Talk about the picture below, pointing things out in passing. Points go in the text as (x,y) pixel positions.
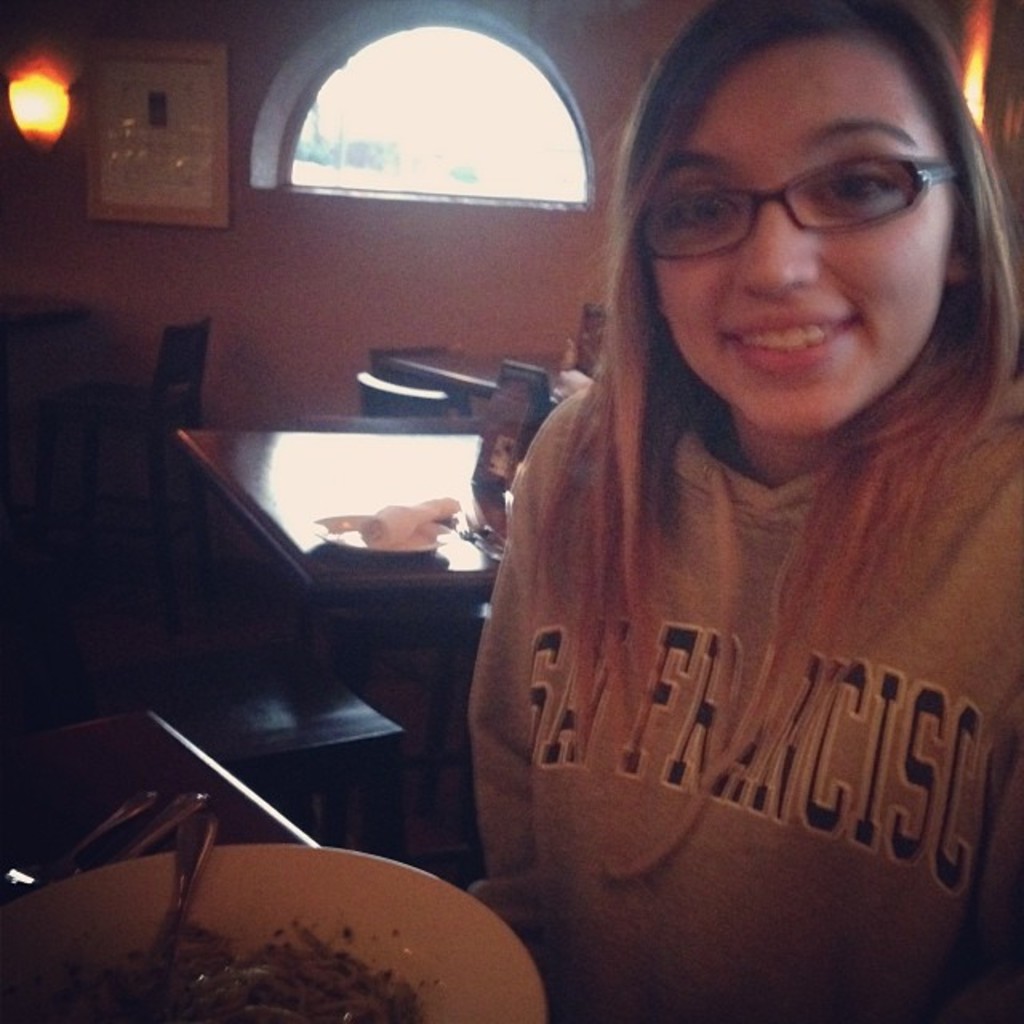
In this image there is a person (615,784) holding a plate (306,925) with spoon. There is food (342,991) on the plate (365,862). There are tables (314,561) and chairs (33,616). There is a wall (604,178). There is a window (568,198).
